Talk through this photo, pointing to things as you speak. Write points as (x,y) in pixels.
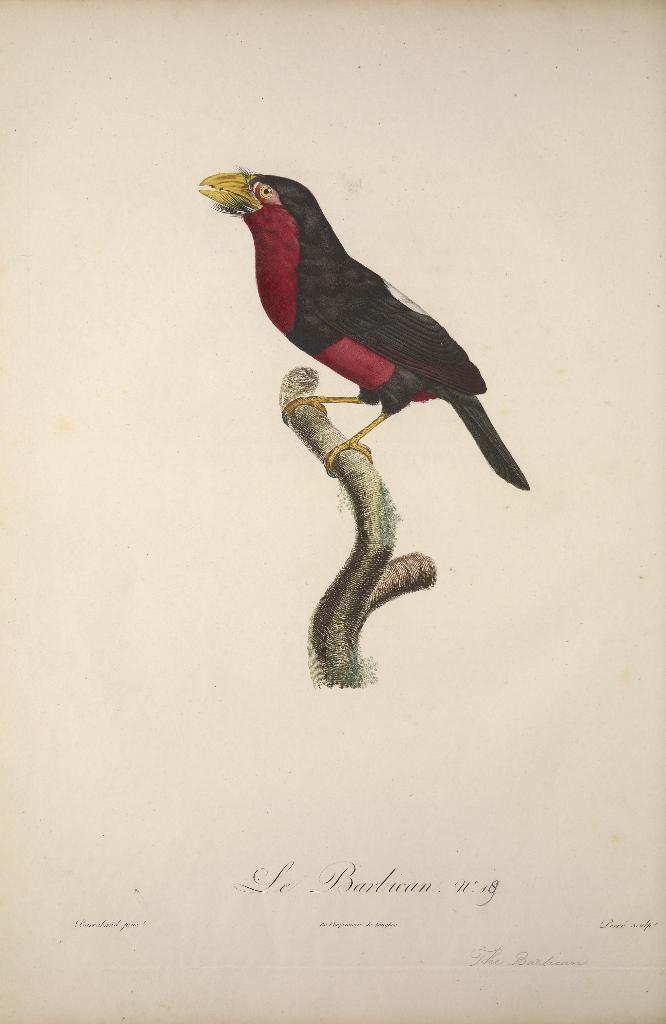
As we can see in the image there is a paper (208,969). On paper (336,183) there is a bird (367,313) on tree branch (406,579).
